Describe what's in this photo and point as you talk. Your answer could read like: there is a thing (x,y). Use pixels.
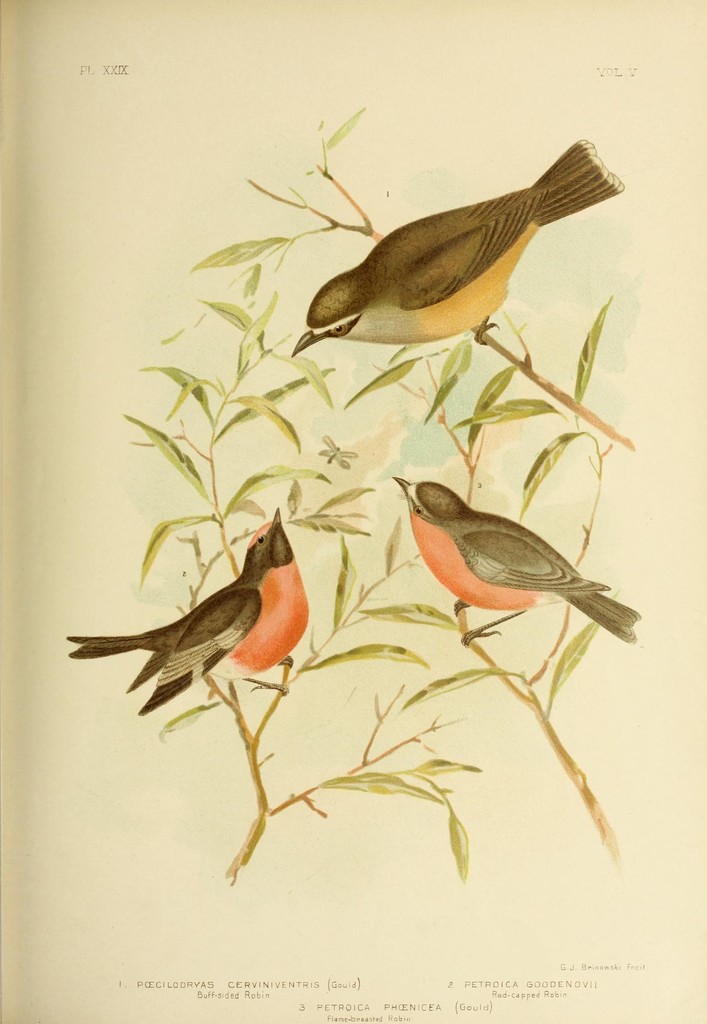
This image consists of a paper (358,867) on which we can see a drawing (370,650) of the birds (287,564) along with the leaves (552,410).
